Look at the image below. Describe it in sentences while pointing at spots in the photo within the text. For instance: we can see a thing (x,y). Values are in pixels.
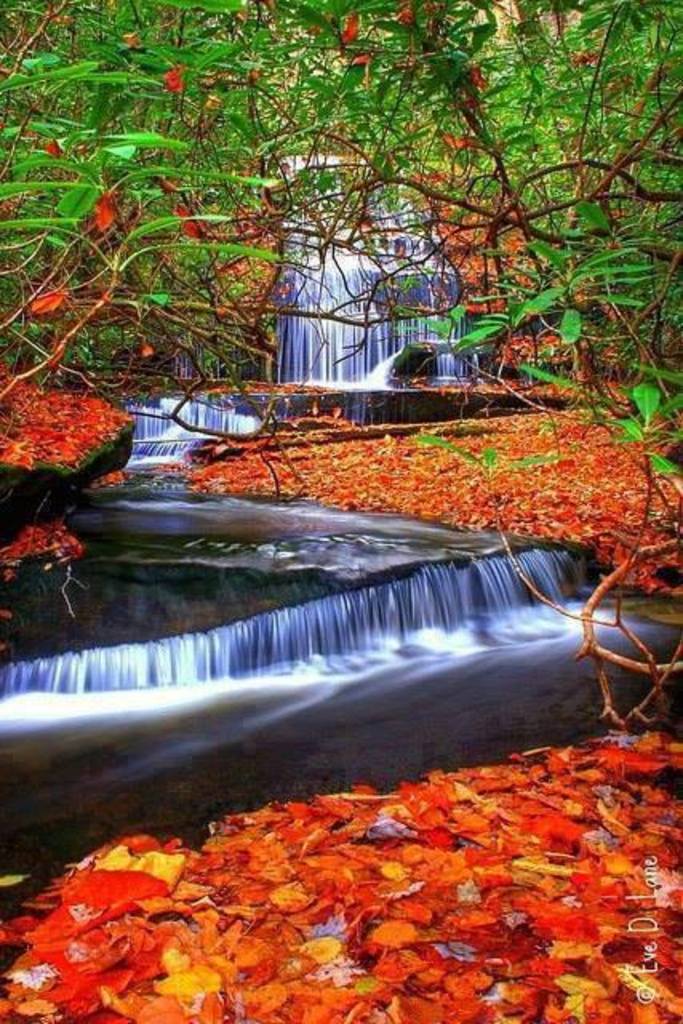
In this image there is a waterfall (389,251), there is tree (337,145) truncated towards the top of the image (298,85), there is tree (577,151) truncated towards the right of the image (655,388), there is tree (108,241) truncated towards the left of the image (145,142), there are leaves (442,800) on the ground (382,430), there is text (647,889).
